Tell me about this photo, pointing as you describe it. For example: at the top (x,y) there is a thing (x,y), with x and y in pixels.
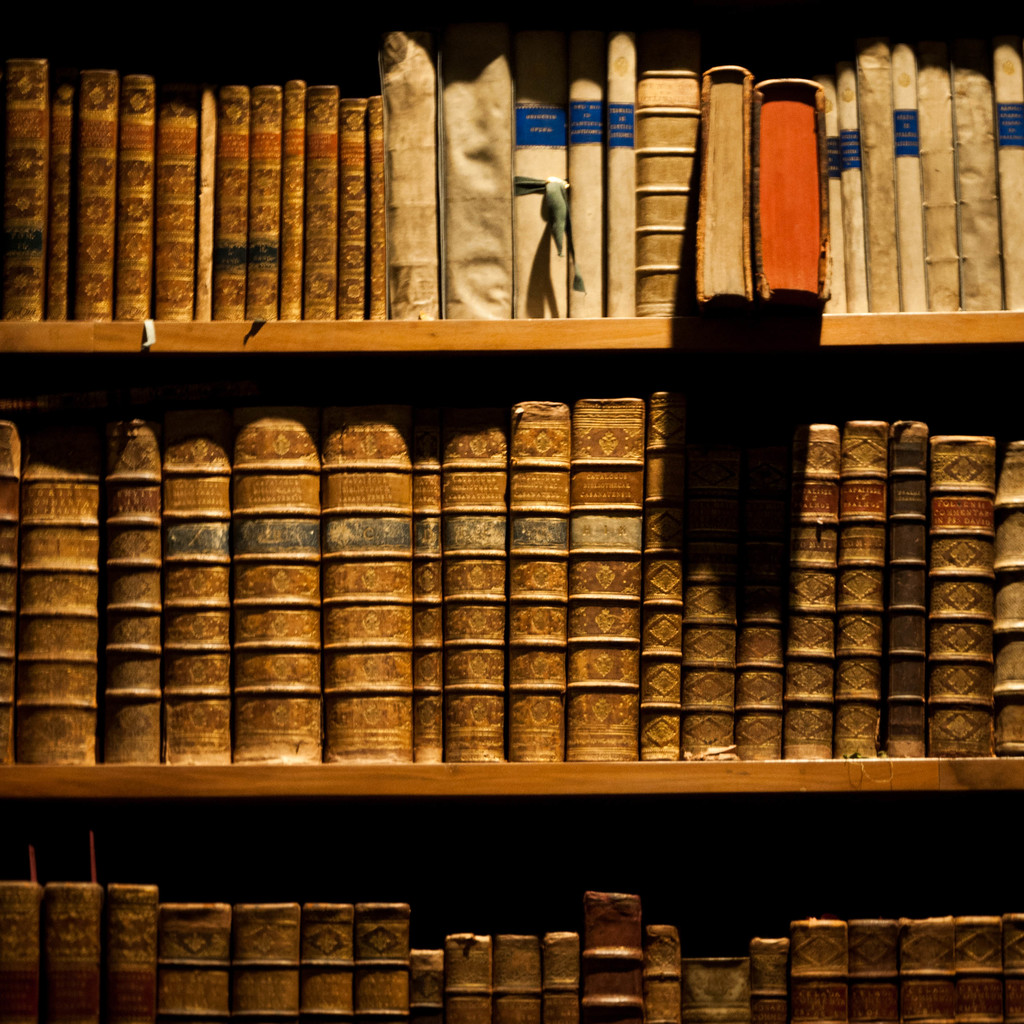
In this picture we can see few books (249,427) in the racks (435,346).
